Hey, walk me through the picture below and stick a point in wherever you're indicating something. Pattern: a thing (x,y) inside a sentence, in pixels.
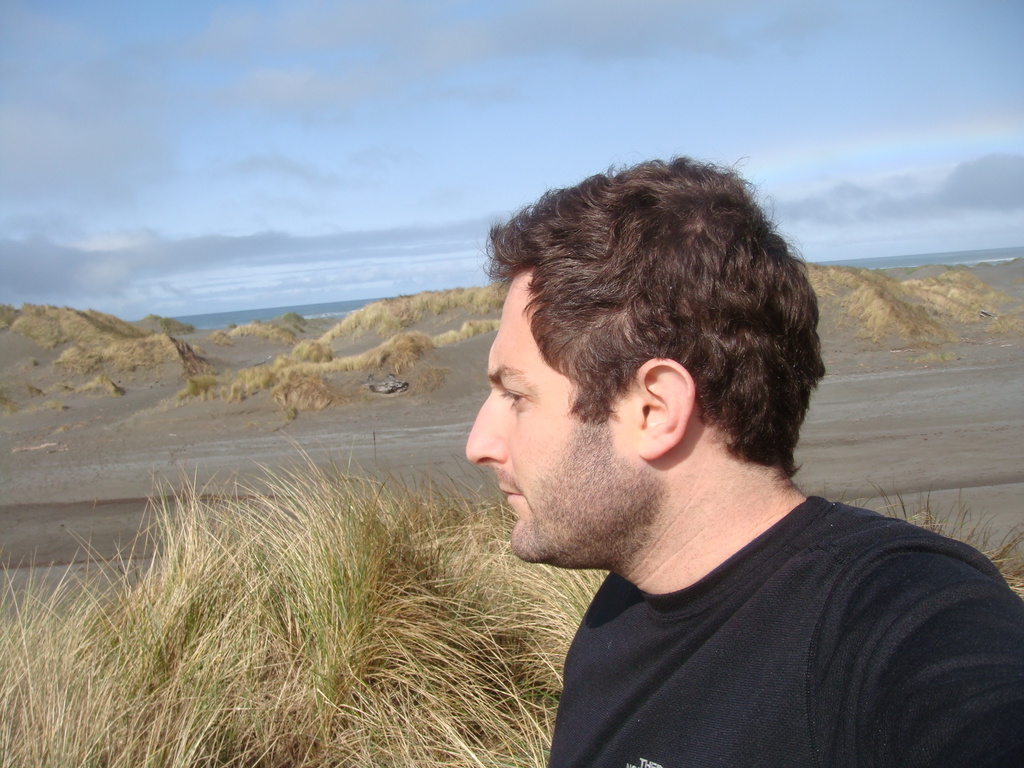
In this image I can see a person (670,610) wearing black color dress (656,624). Back I can see a dry grass (336,640) and mountains (323,347). The sky (395,134) is in blue and white color.
